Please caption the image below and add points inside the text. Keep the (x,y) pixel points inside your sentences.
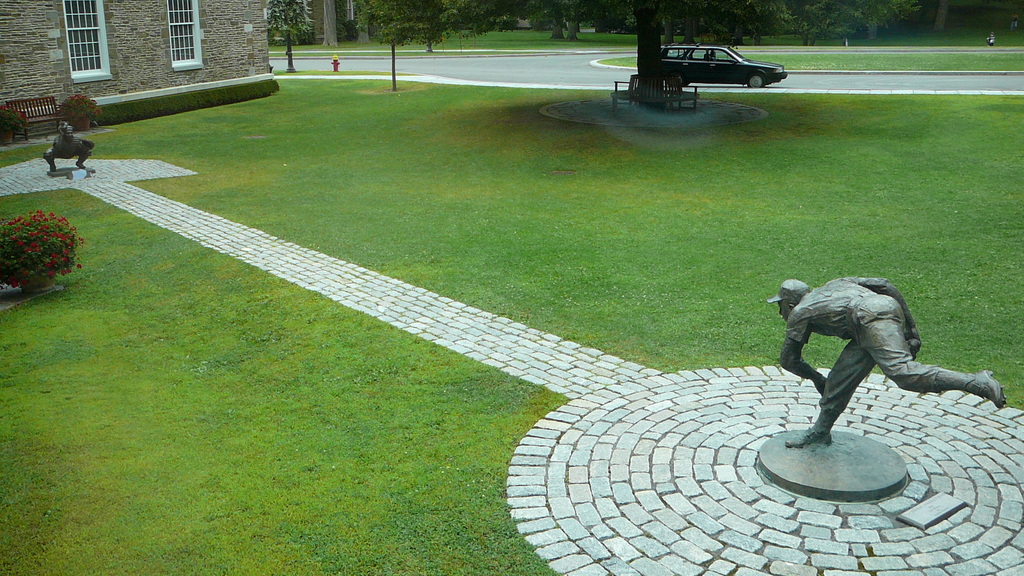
In this picture I can see sculptures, there is a vehicle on the road (375,62), there are benches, plants (5,123) and trees (327,34), there is a wall (130,59) with windows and there is a fire hydrant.
